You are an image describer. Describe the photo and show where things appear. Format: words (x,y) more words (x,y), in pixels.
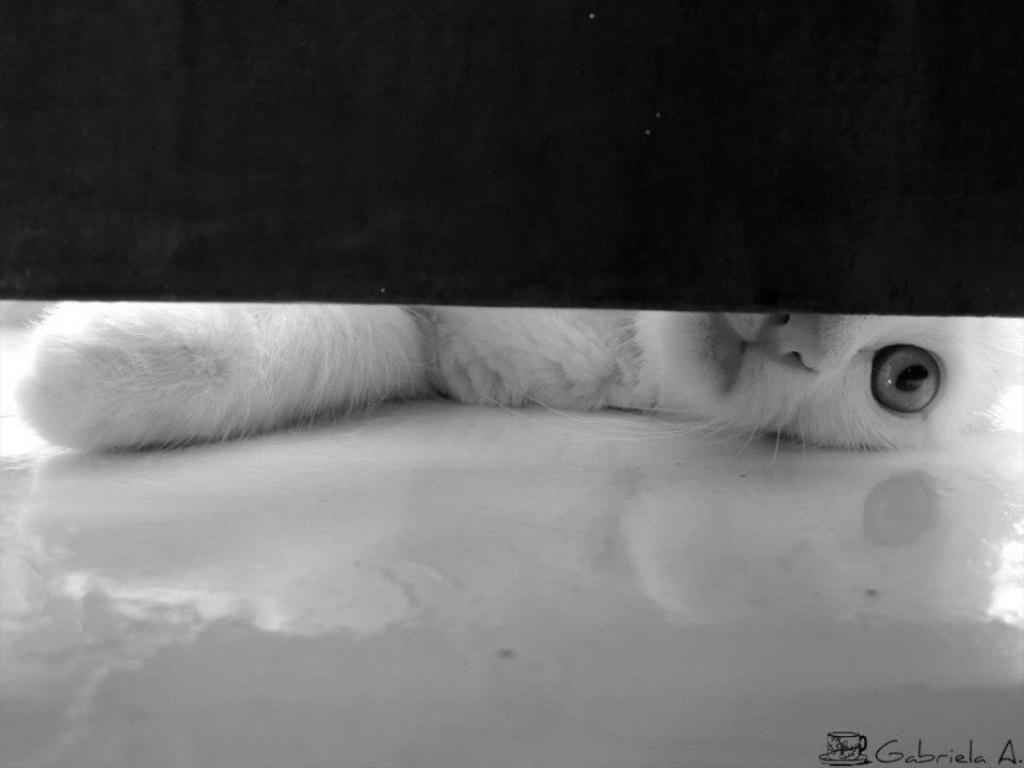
In this image there is floor (575,627) towards the bottom of the image (442,640), there is a cat (627,378) lying on the floor (924,718), there is text (925,751) towards the bottom of the image (897,753), there is a cup (861,738) towards the bottom of the image (834,736), there is a saucer (853,762) towards the bottom of the image (841,767), the top of the image (421,129) is dark.
